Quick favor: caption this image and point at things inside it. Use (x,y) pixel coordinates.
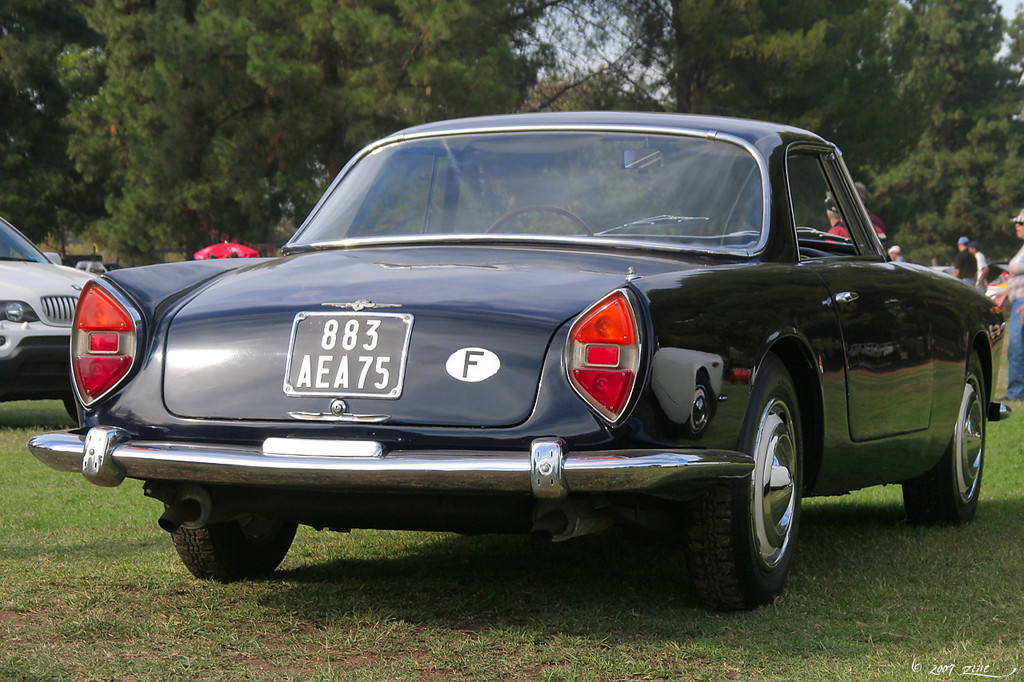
Here we can see a car (671,384) on the grass (612,675) on the ground (612,675). In the background (47,21) there are trees (71,42) and sky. On the left (49,278) we can see a vehicle (49,264) on the ground (98,638) and on the right (1021,297) there are few persons (1016,342) standing on the ground (697,643).
